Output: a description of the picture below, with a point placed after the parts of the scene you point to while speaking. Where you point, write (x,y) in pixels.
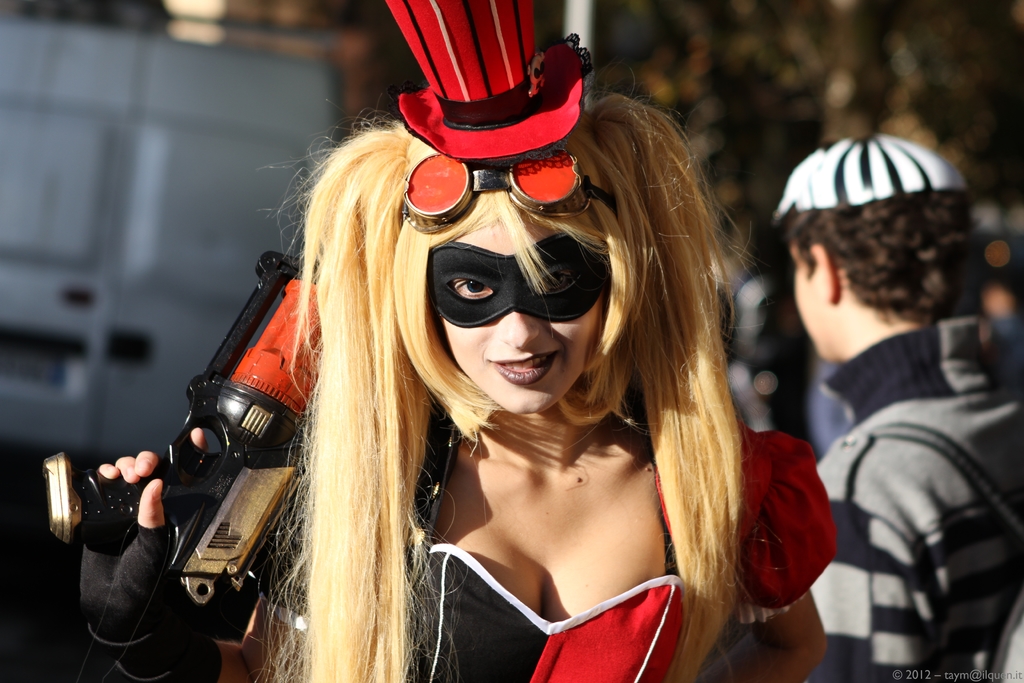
In the foreground (436,273), I can see a woman (544,358) in costume (444,561) and is holding an object (285,260) in hand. In the background (911,636), I can see a group of people (886,265) and vehicles (149,394). This image might be taken on the road (25,597).
